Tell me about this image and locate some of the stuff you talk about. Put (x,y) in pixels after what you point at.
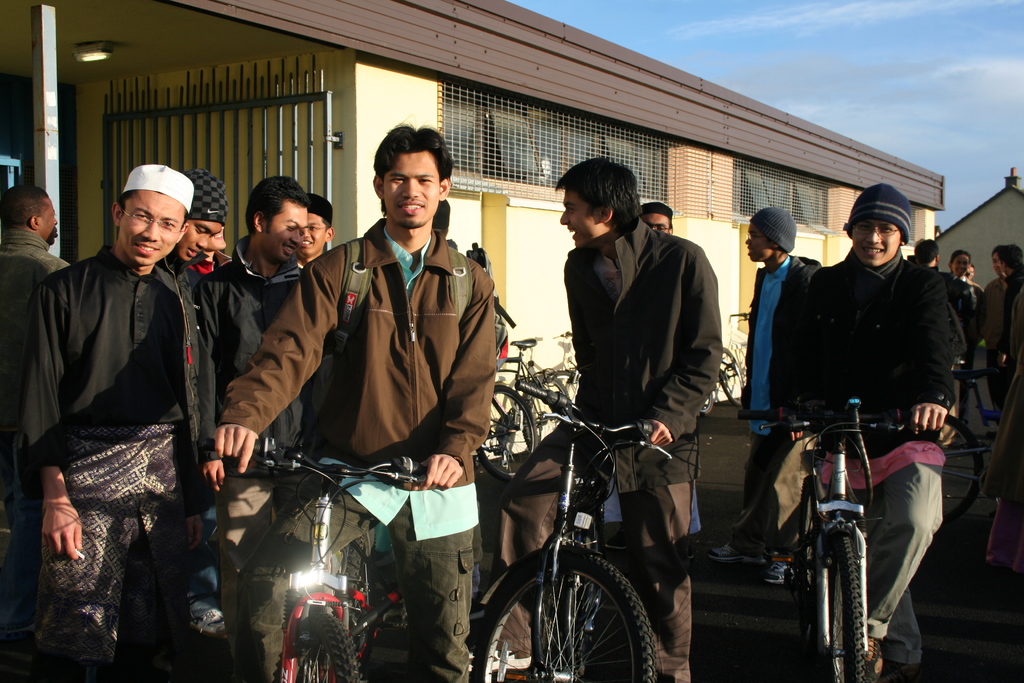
In this picture we can see some persons (591,352) on the road (1017,641). These are the bicycles (606,613). On the background (716,180) there is a house (768,139) and this is sky (888,103). And there is a light (109,55).
